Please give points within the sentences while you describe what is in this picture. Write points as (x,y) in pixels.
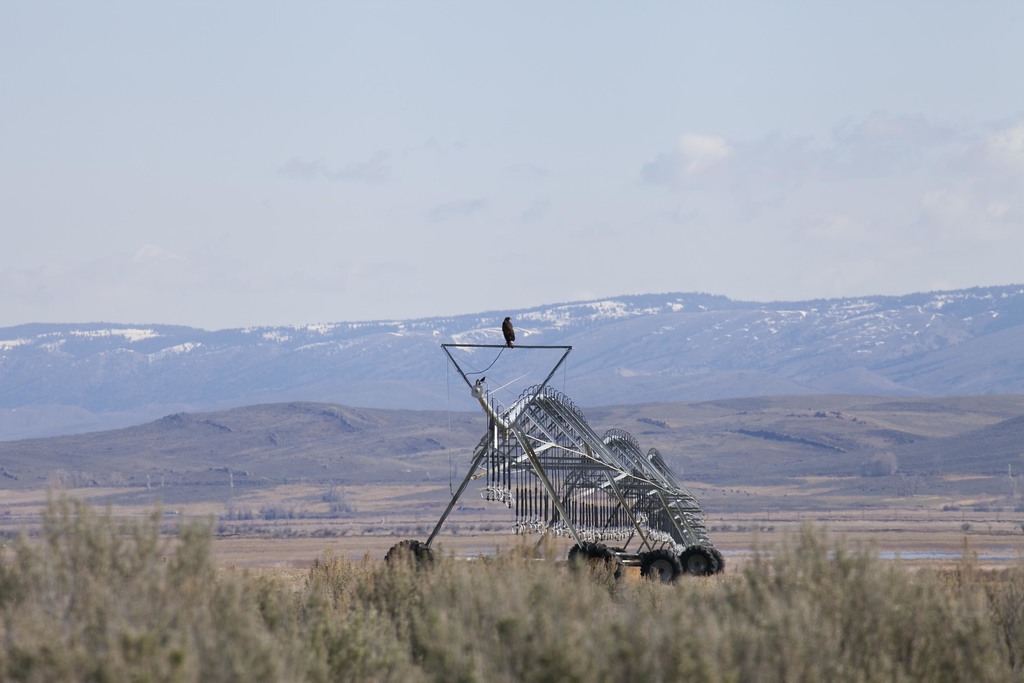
At the bottom of the image (534,562) there is grass (558,562). Behind that grass (278,647) there is an object (574,426) with rods (628,529), wheel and also there is a bird (504,336) standing on the rod (511,349). In the background (294,427) there are hills (668,371). At the top of the image (561,201) there is a sky (497,180).
